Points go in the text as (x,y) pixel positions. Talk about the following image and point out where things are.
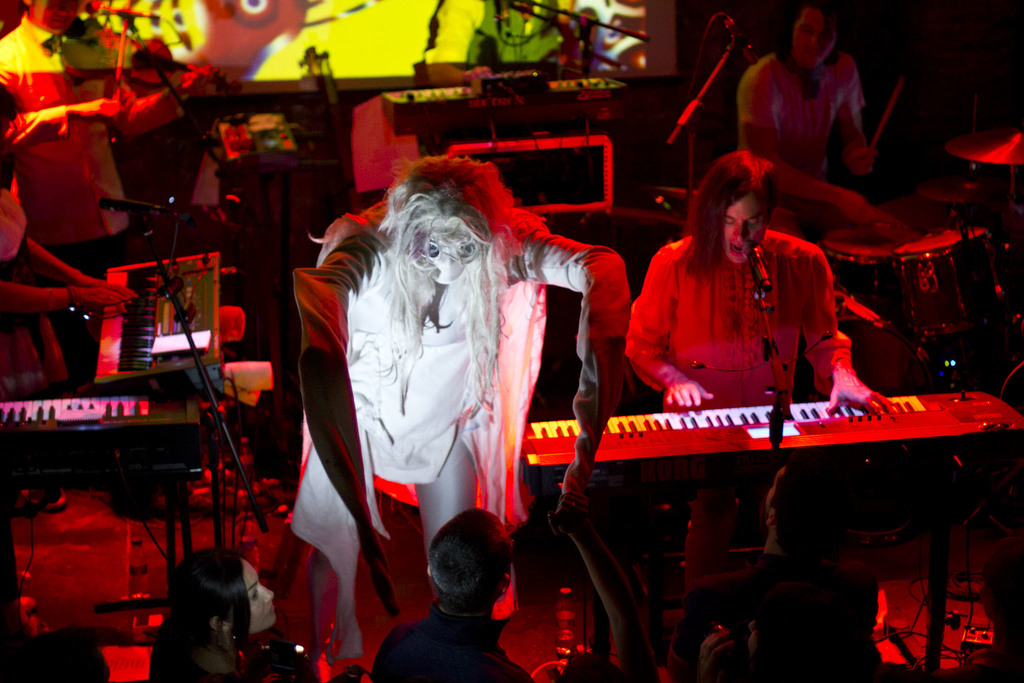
In this image there is a person (440,272) dressed in Halloween costume (420,353) is performing on the stage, behind him there are few musicians (692,352) playing keyboard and drums (851,269).
